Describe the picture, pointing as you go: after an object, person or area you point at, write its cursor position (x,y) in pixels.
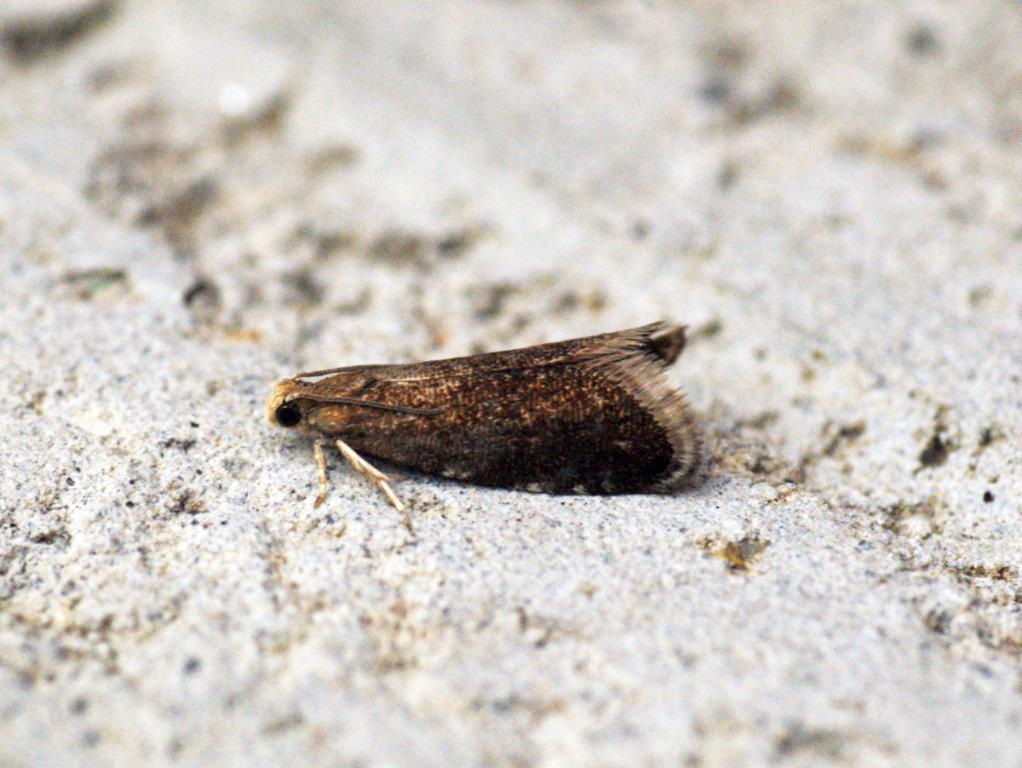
In the picture we can see a wall surface (330,749) on it we can see a insect (618,336) with legs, antennae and wings (573,434) and the insect (423,414) is brown in color.
